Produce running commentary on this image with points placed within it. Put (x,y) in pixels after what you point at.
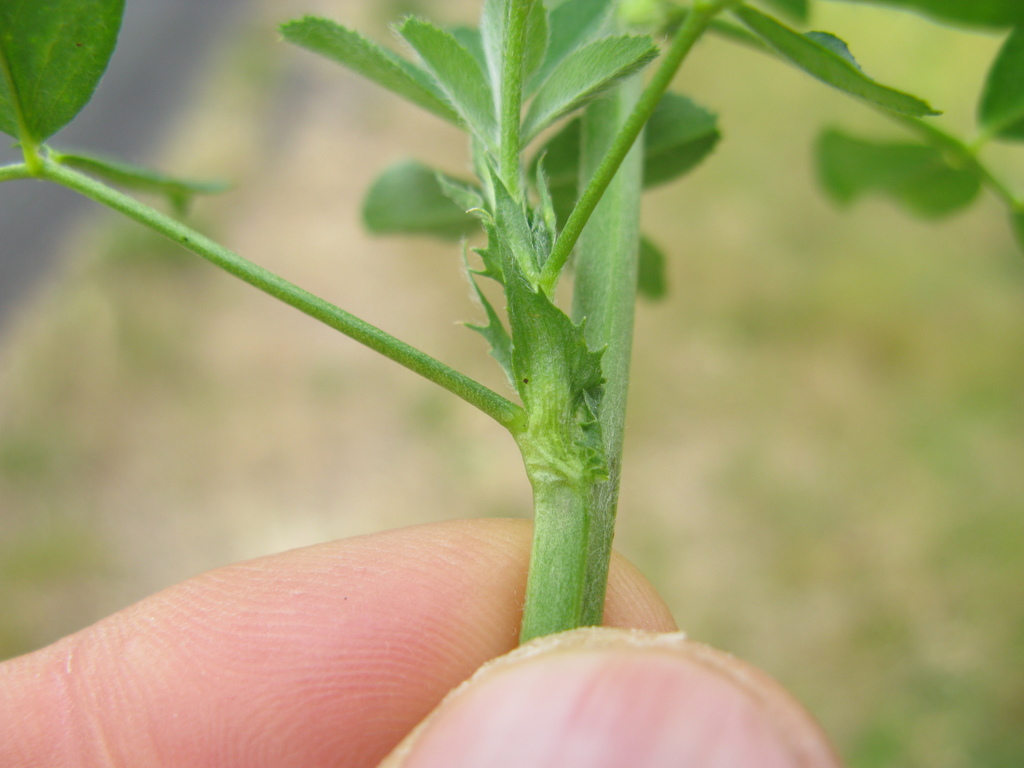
In this picture I can see a person hands (431,655) and holding a stem (573,525) of a plant (567,477).
